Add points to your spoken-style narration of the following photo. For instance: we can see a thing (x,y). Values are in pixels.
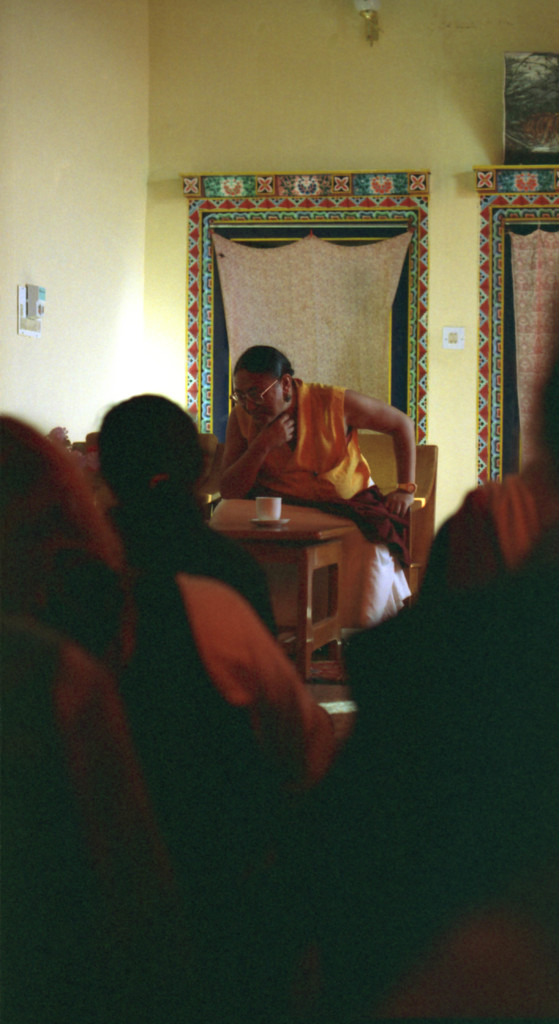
In the foreground (530,506) we can see people (94,706). in the middle (342,498) there are chair (419,497), table (296,537), cup (278,506) and person (326,403). In the background (326,262) there are curtains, frame (529,108), wall (363,71) and light (375,21). On the left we can see switches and a regulator (42,309) on the wall (103,321).
